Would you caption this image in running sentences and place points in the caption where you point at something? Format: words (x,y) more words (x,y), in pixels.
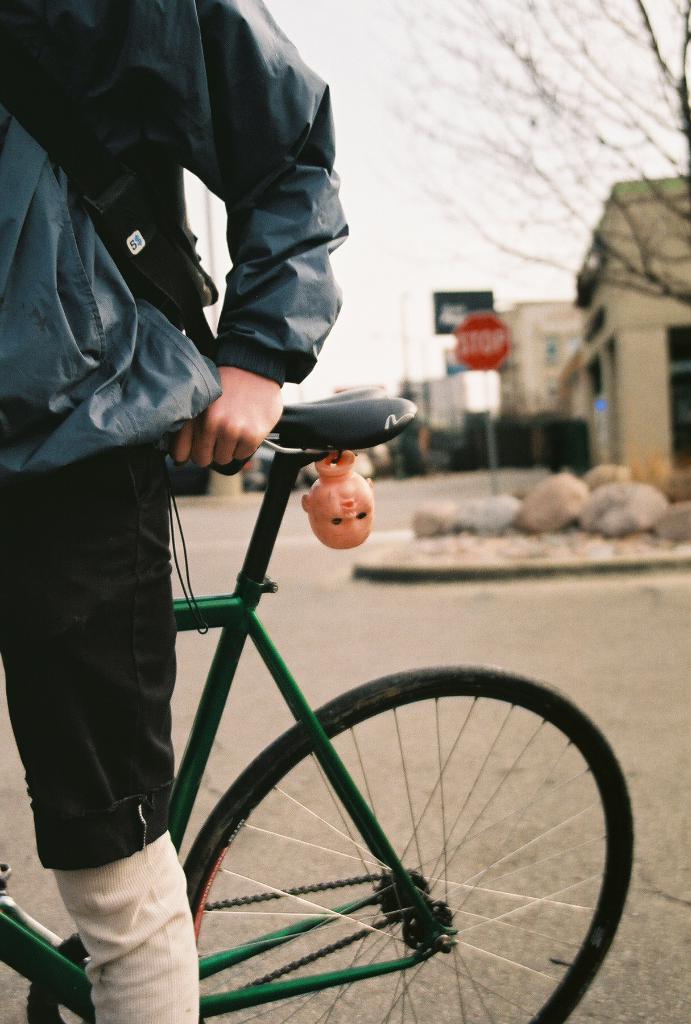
At the top (552,58) we can see a sky (482,108). Here we can see buildings (639,325), bare tree (686,120), a sign board (498,325). These are stones (609,515) near to the building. Here we can see partial part of a person (163,423) holding bicycle seat (342,419) with his hand (255,434) and there is a doll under the seat (301,450). This is a road (449,622).
